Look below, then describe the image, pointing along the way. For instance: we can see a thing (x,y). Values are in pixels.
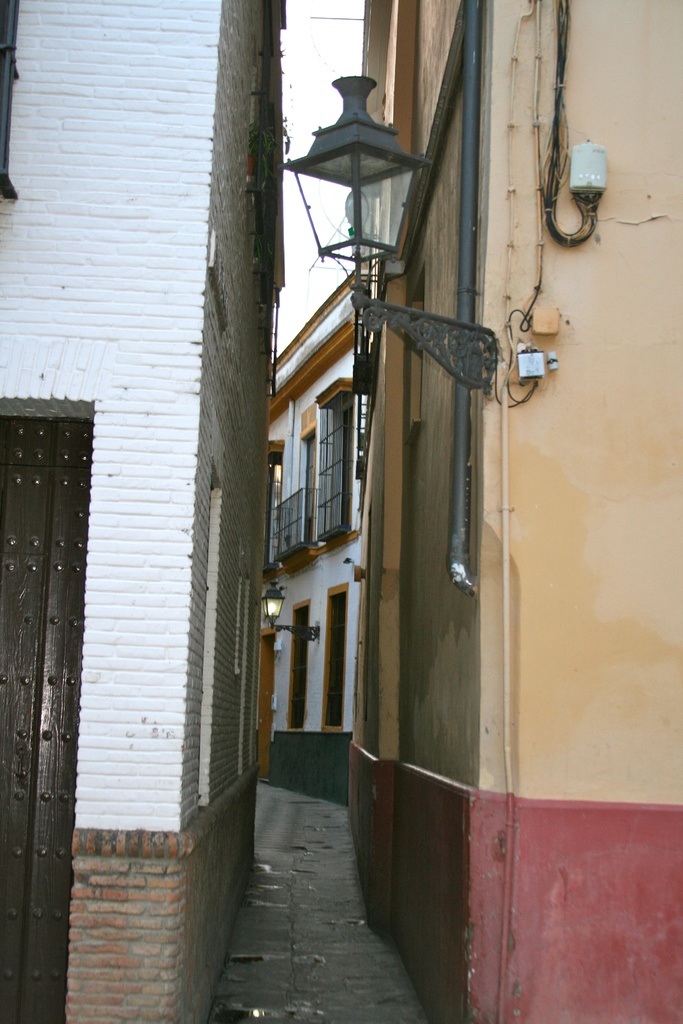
In this image we can see buildings (392,541) and there is a light (356,173). In the background (320,112) we can see sky (320,112).
